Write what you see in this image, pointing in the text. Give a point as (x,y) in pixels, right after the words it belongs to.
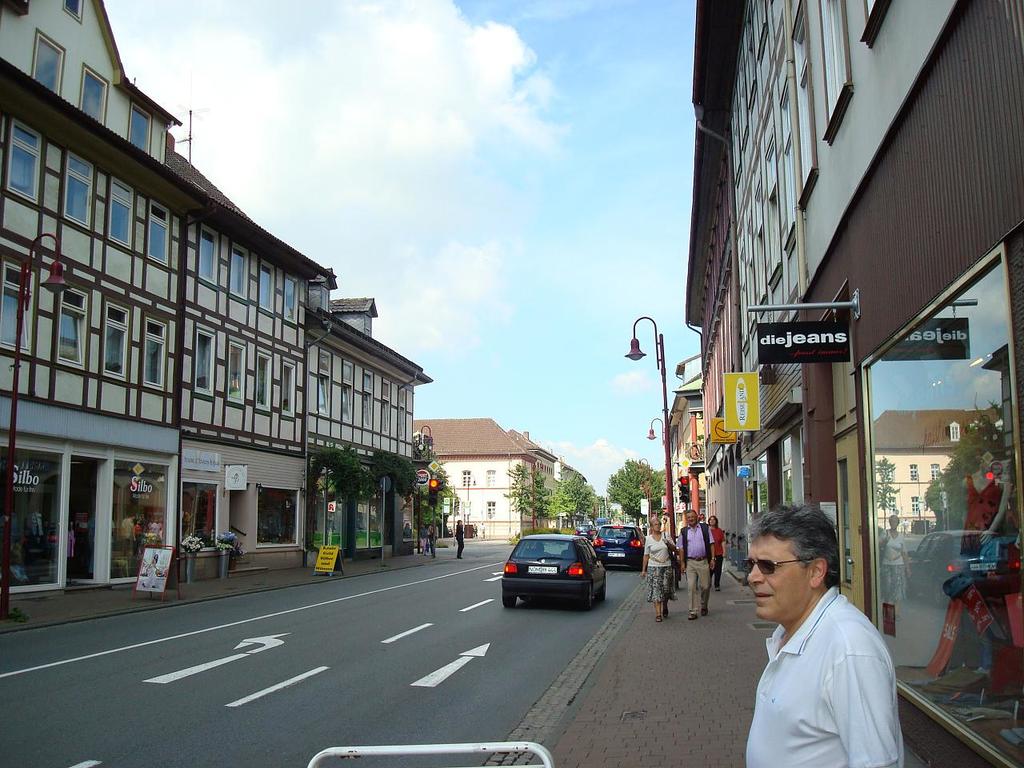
In this picture we can see few vehicles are moving on the road (462,646), sides we can see some buildings (989,640) and few people (817,731) are walking in front of the buildings (223,365).
